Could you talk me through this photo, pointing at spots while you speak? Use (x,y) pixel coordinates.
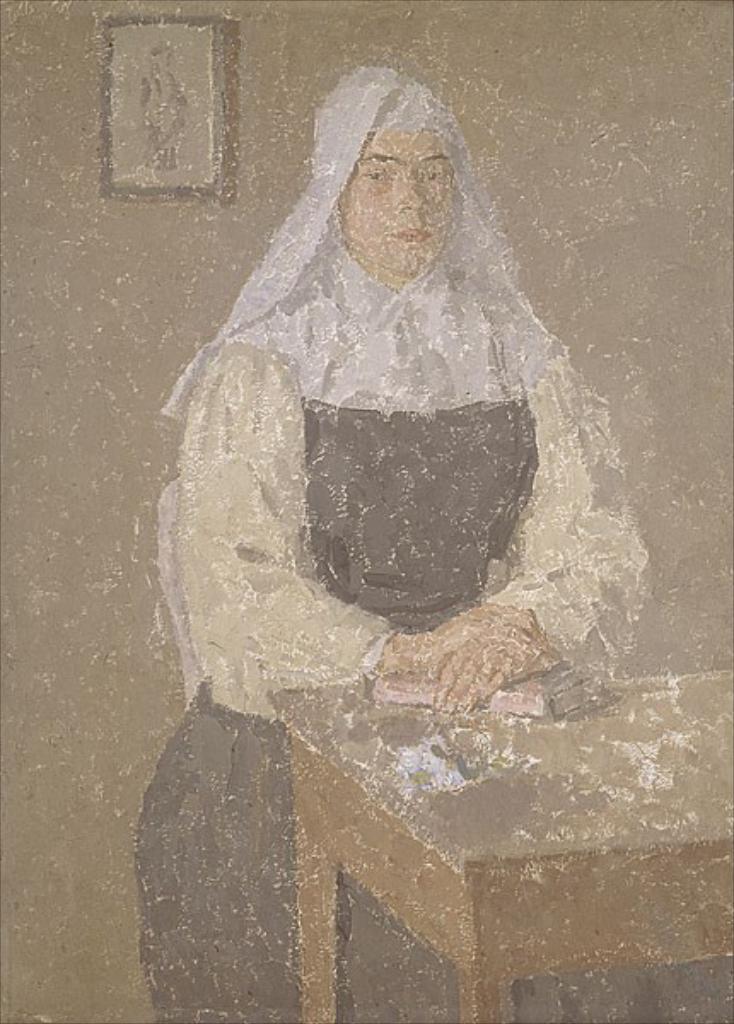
In this image there is a painting (295,473) of a woman (296,485), in front of the woman (341,617) there are books (414,690) on the table (460,784), behind the woman (379,454) there is a photo frame (222,85) on the wall (91,952).
